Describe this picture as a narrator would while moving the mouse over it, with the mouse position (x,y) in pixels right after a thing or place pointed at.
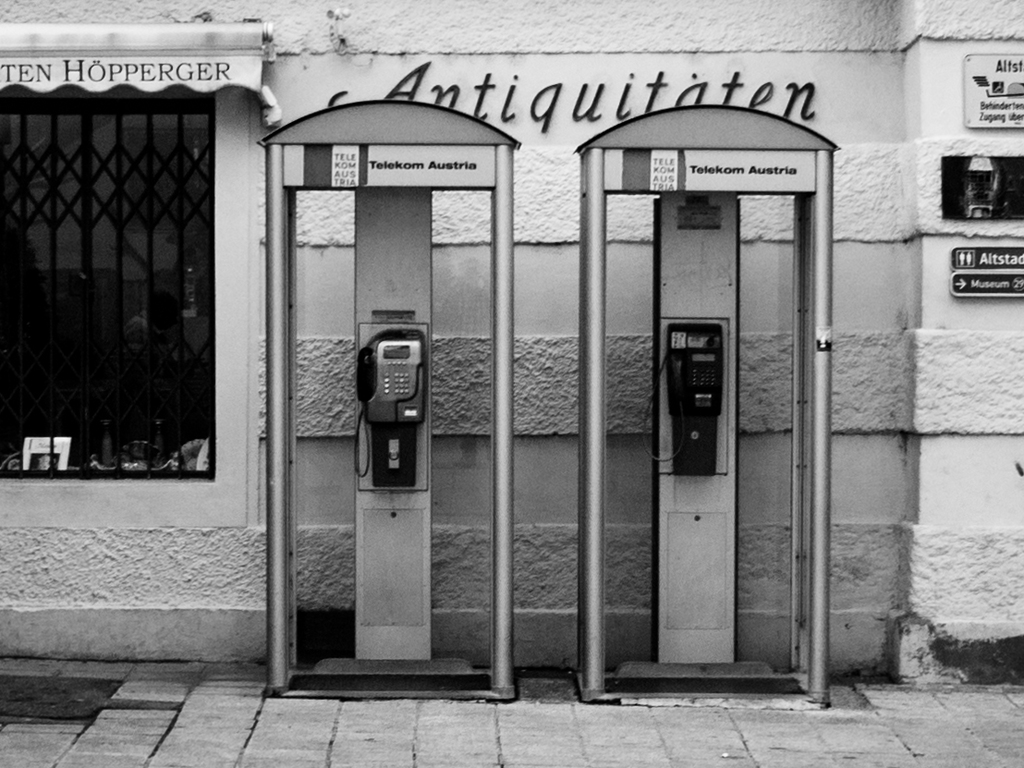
This image consists of telephones (363,395). At the bottom (496,737), there is a road (194,670). On the left (70,287), we can see a window (69,197). In the background (743,43), there is a wall (743,43) on which there is a name (532,106). On the right (968,255), we can see the boards (983,267).
